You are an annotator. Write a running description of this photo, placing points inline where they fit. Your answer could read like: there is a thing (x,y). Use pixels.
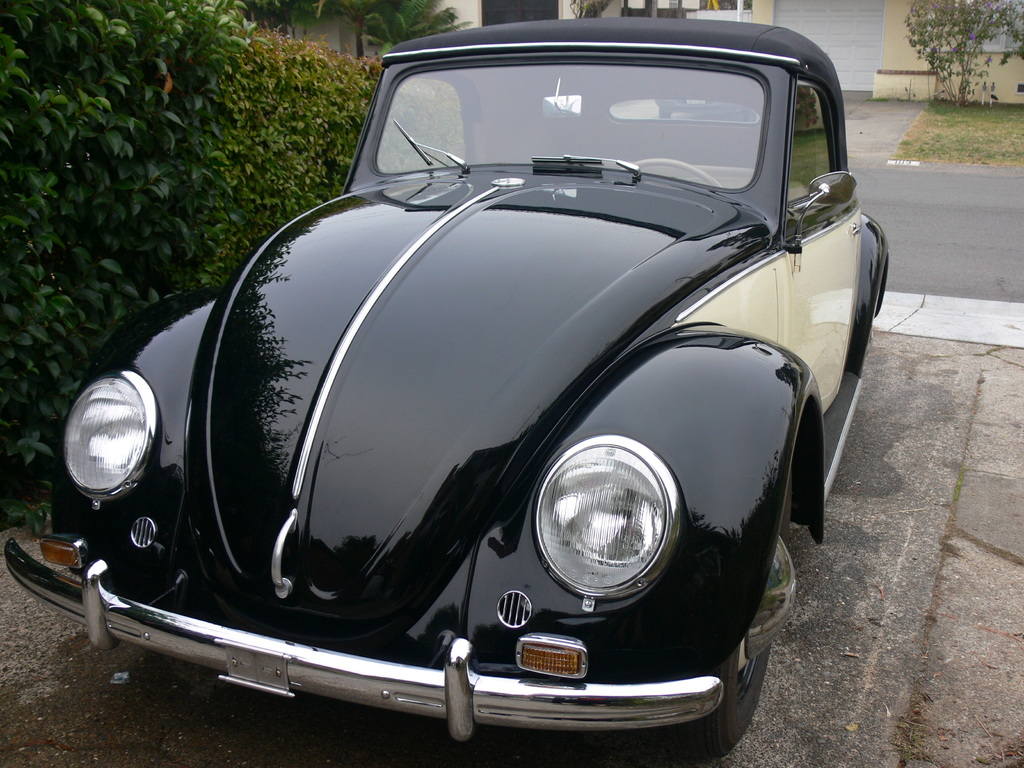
In this picture i can see a black color car (536,351) on the ground (801,570). On the left side (224,183) i can see plants (191,189). In the background (855,34) i can see road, shutter (850,43), wall (899,57), grass (964,145) and tree (966,44).
